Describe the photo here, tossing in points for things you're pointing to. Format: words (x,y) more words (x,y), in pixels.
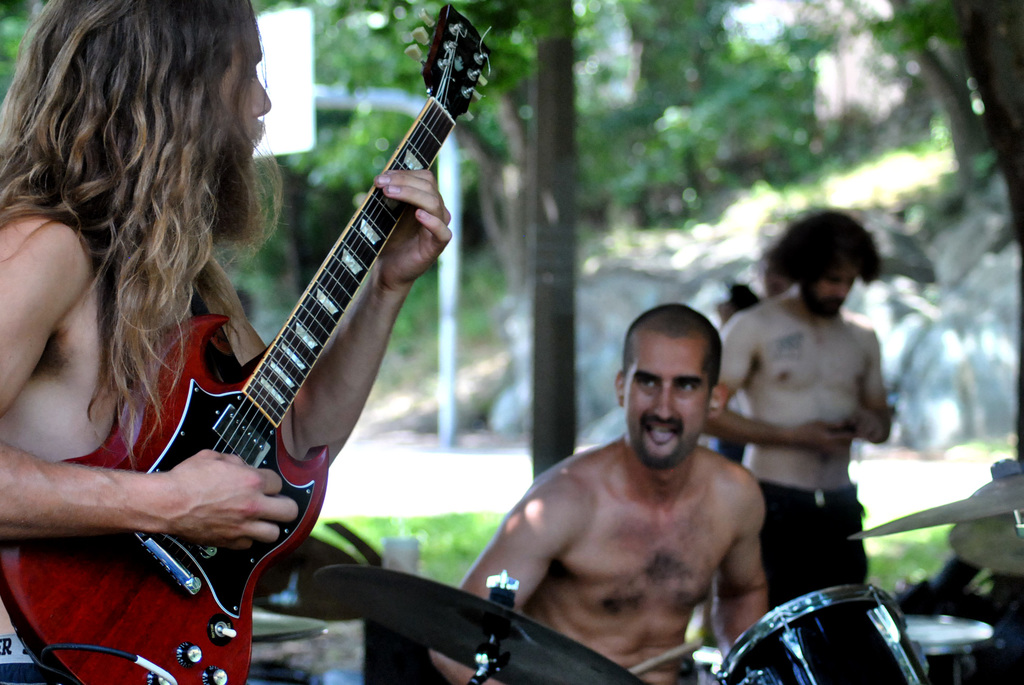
In the picture there are three people (652,416) one person (594,534) is sitting and two of them (210,468) are standing the sitting person (605,528) is playing drums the person (352,410) who is standing is playing guitar (187,450) in the background (544,120) there are trees (584,199), poles (556,123) and a road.
